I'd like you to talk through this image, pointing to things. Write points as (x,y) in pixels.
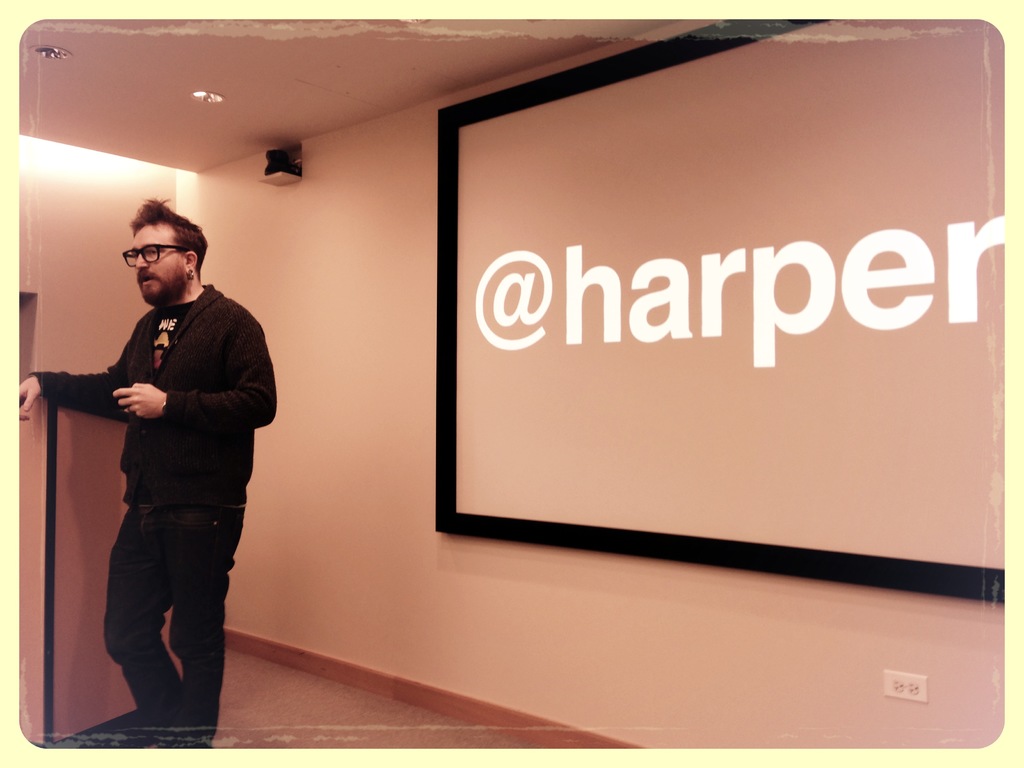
In this image I can see a person (193,433) wearing black jacket (213,420) and black pant (189,575) is standing and in the background (359,462) I can see the wall (341,362), the board (604,321), the ceiling (360,106) and few lights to the ceiling (85,70).
